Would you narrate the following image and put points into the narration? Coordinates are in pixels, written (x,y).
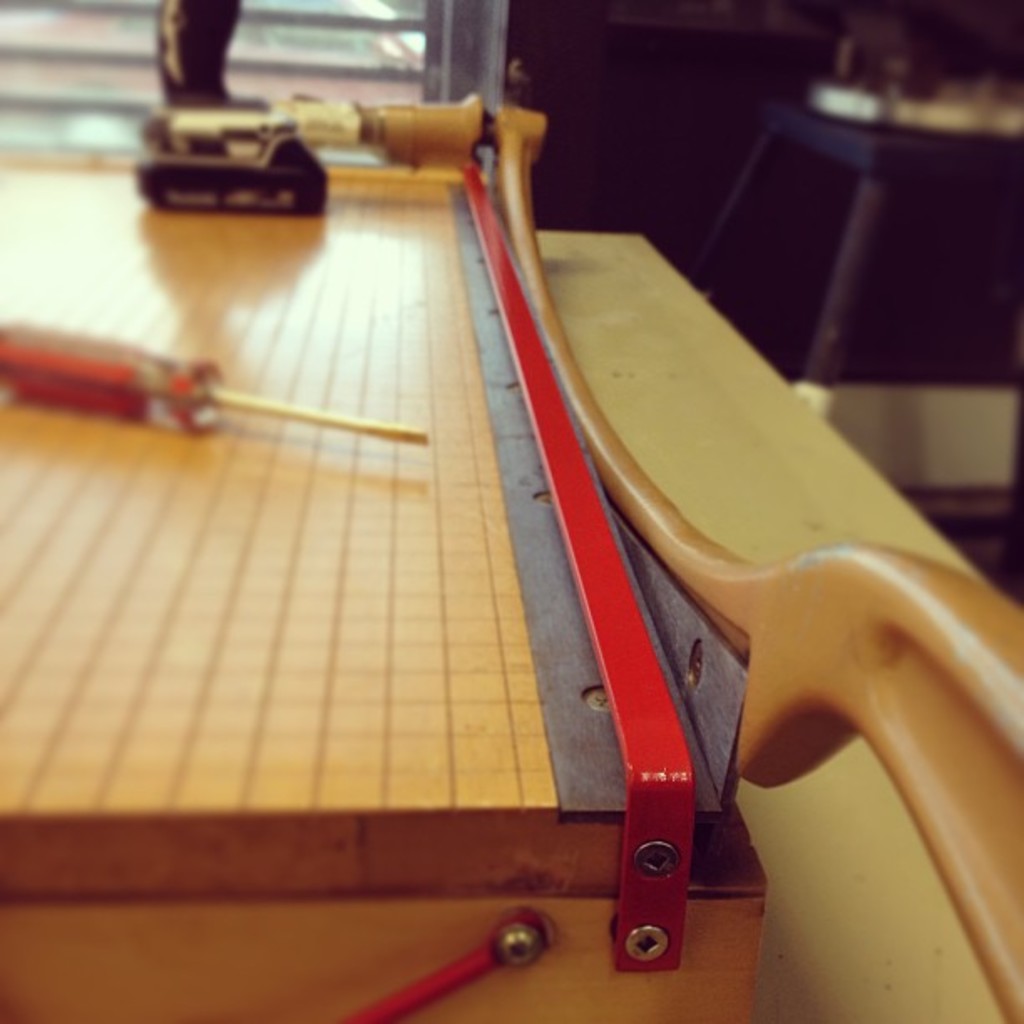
This image consists of a table (602,832). There is a screwdriver (23,385) on the left side (169,379). It is in red color.
